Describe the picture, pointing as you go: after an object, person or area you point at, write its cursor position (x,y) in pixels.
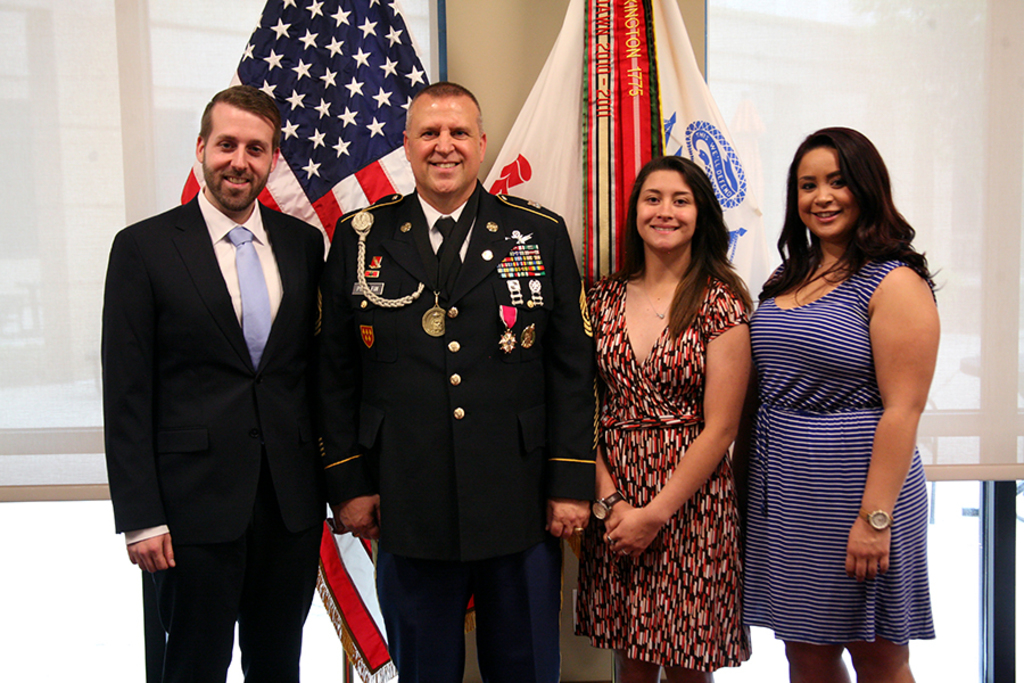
This picture seems to be clicked inside the hall (476,82). In the center (666,288) we can see the two women (636,279) wearing dresses (822,384) and standing and we can see a person (458,261) wearing uniform (439,282) smiling and standing and we can see a man (239,278) wearing suit (287,315), smiling and standing. In the background (569,162) we can see the window blinds (774,59) and the flags (349,62).
